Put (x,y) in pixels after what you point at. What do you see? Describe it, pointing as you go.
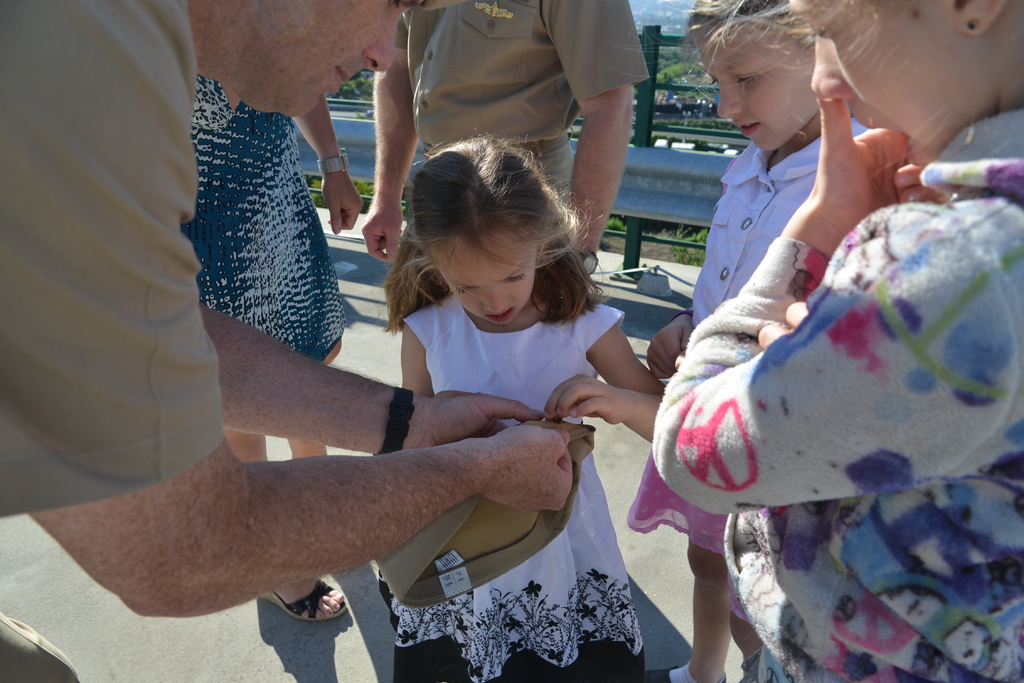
In this image we can see a few people (516,411), one of them is holding a cap (460,547), there is fencing (645,28), also we can see plants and trees (665,65).
